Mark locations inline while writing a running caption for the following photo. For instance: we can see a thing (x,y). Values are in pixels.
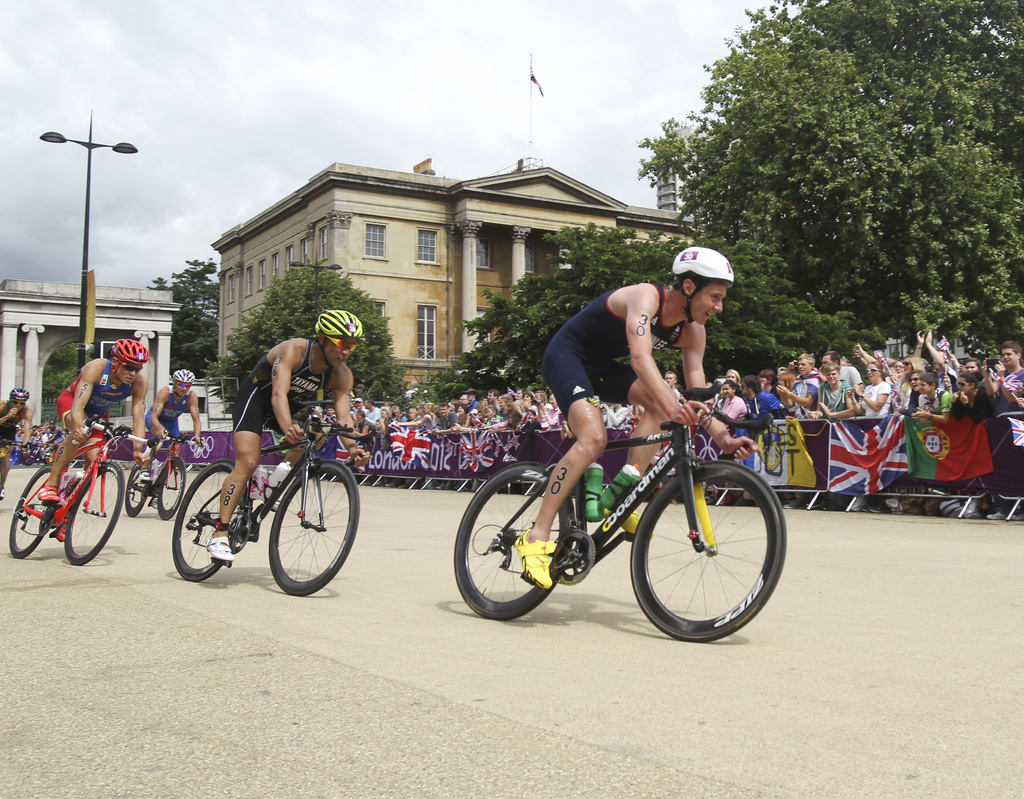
In this picture we can see some persons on the bicycle (682,452). This is road (906,635). And here we can see persons (795,399) are standing on the road (977,539). These are the trees (789,223) and there is a building (403,231). This is pole (88,230) and there is a sky (382,85).
